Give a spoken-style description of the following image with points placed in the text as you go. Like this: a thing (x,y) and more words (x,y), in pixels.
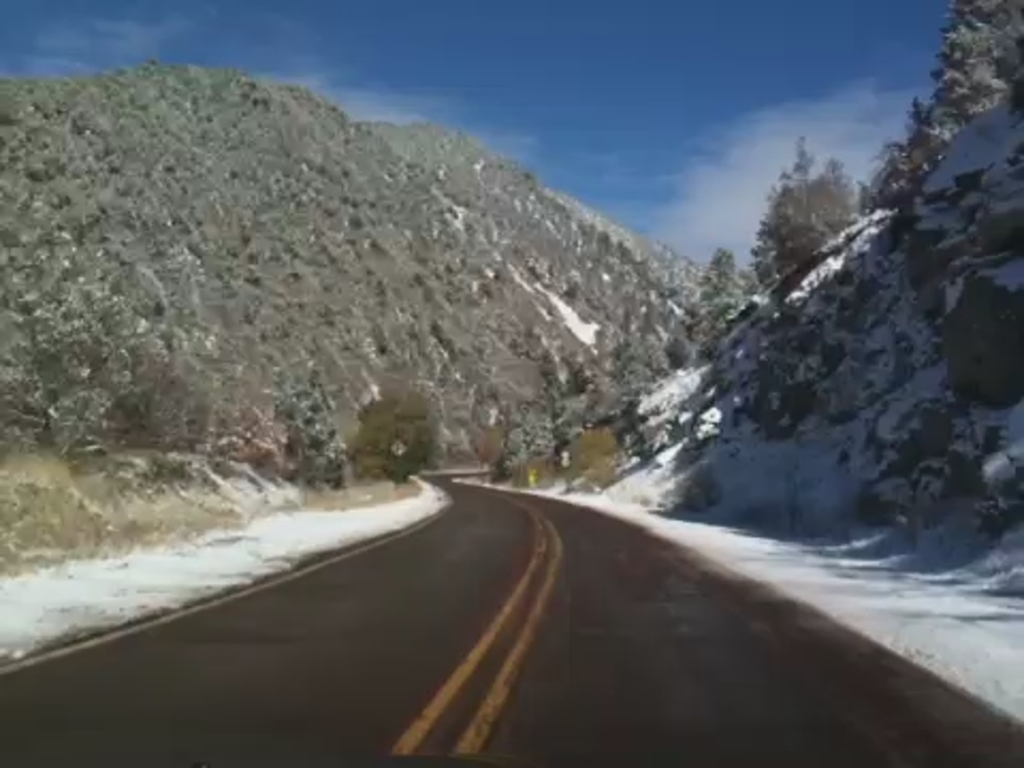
In this image, we can see mountains (509,313), trees (791,211) and there is a board (563,461). At the top (623,96), there is sky (616,194) and at the bottom (452,628), there is a road (343,610).
